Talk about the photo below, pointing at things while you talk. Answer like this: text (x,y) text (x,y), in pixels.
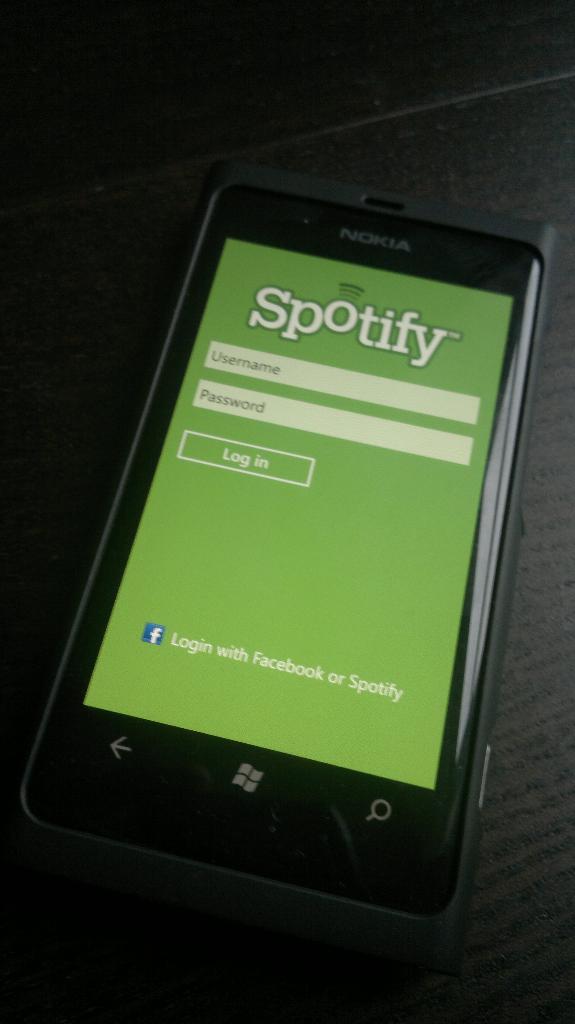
On this black surface (352,986) we can see mobile (148,640). On this mobile (434,389) there are logos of Facebook and windows (257,771).
